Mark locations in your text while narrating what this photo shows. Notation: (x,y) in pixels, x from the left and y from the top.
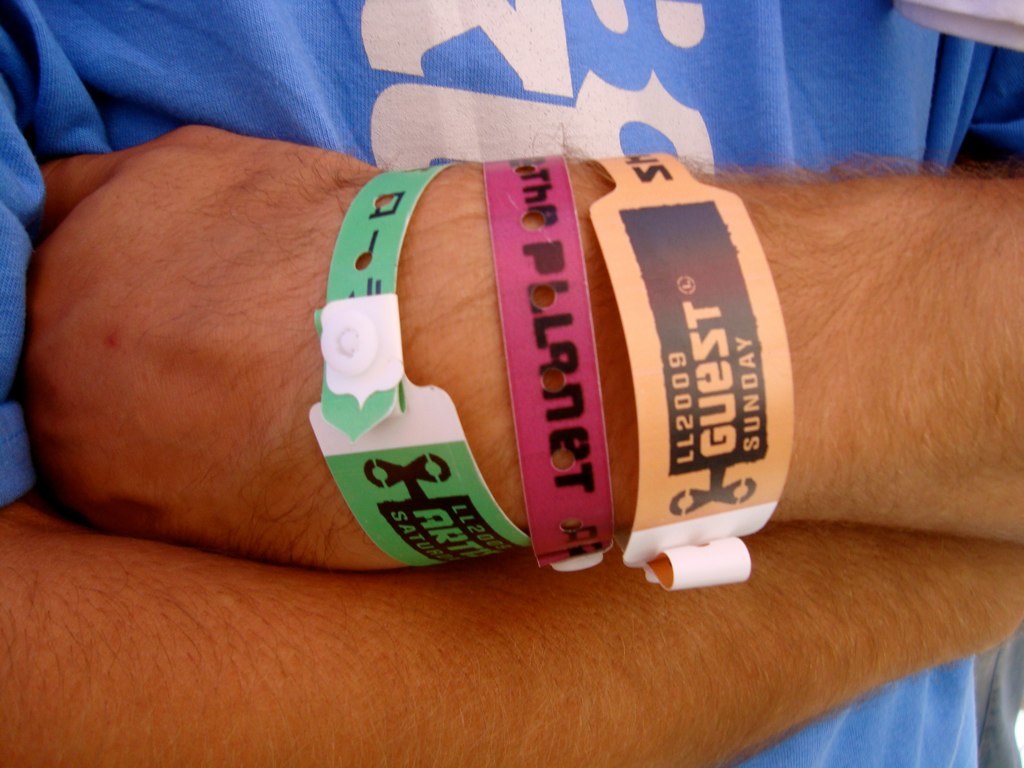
In this picture, we see the man (501,28) in blue T-shirt (319,72) is standing. In front of the picture, we see the hands (639,689) of the man (679,615) who is wearing the hand bands (374,241) which are in green, pink and orange color.
